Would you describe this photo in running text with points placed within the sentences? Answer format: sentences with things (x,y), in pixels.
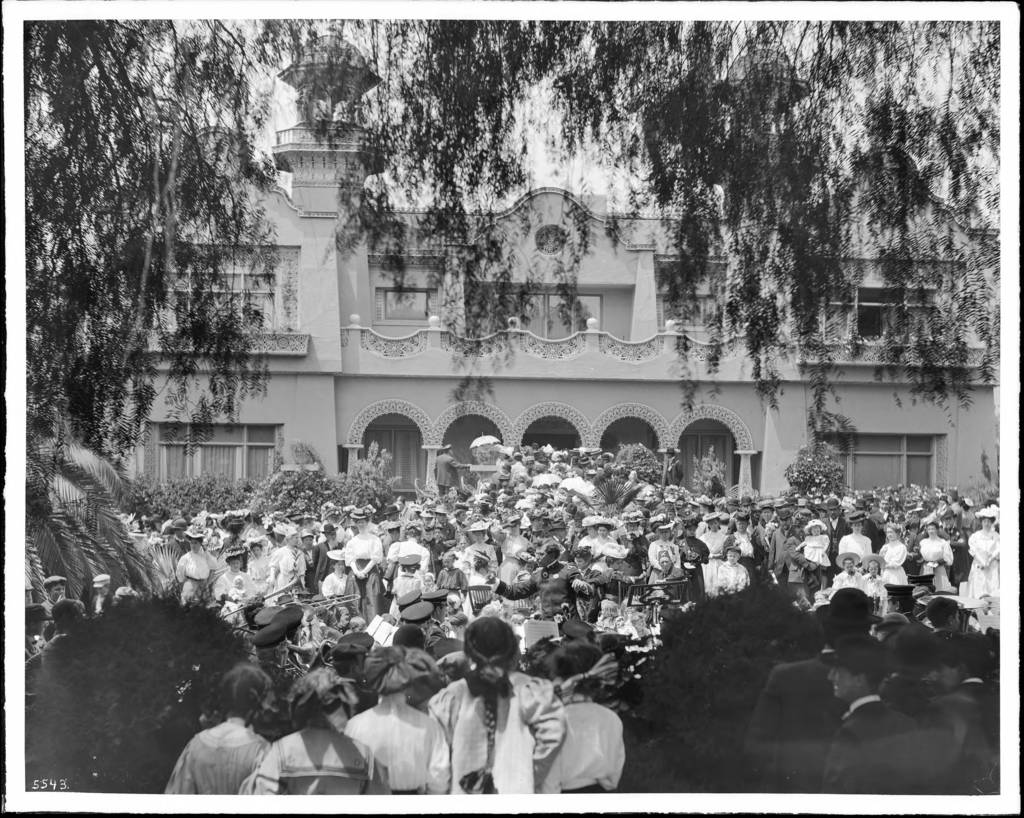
A black and white picture. In-front of this building (564,249) there are plants (240,482) and people (494,678). Here we can see tree (729,129).
